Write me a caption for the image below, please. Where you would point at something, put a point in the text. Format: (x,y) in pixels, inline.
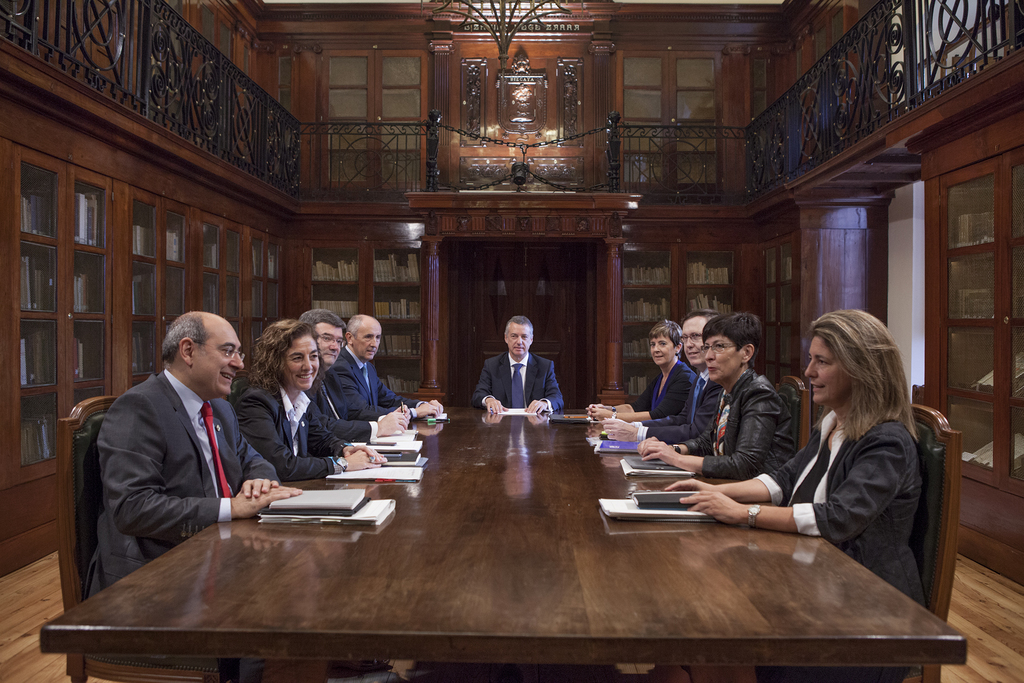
In this image it seems like there are group of people (662,369) who are sitting around the table (753,544), on the table (615,544) there are books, files (349,514), papers (365,512). At the background (508,299) there is door (472,285) and cupboard (359,267) in which there are books (395,262) inside it. On the top (921,62) there is iron railing (353,150) all over the hall (751,112).
